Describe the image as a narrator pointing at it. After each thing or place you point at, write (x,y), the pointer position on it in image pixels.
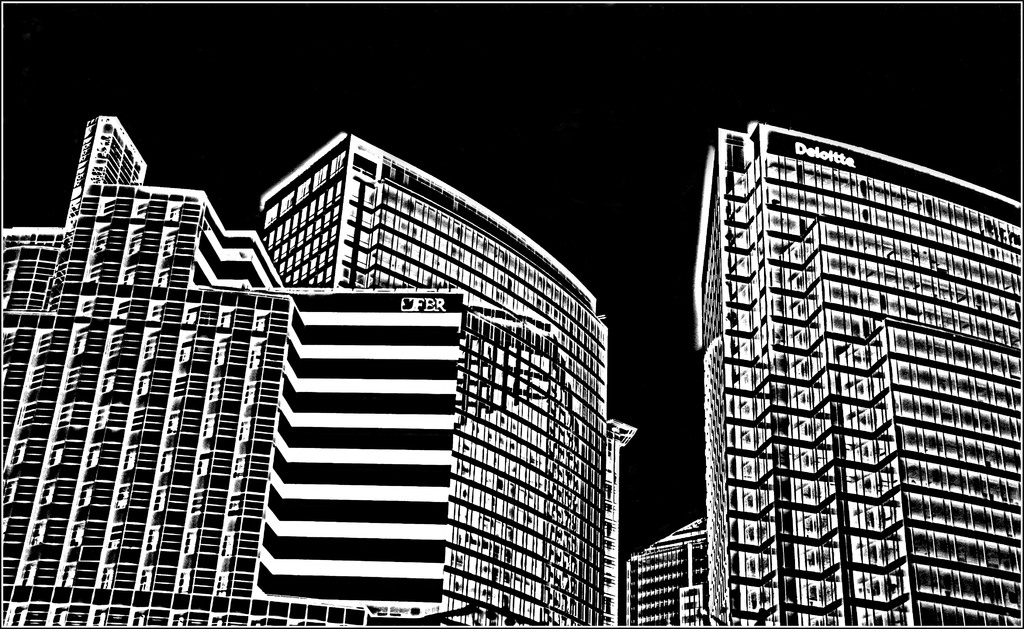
In this picture we can see a cartoon of several buildings (493,458), we can read Deloitte on this building (826,165).
